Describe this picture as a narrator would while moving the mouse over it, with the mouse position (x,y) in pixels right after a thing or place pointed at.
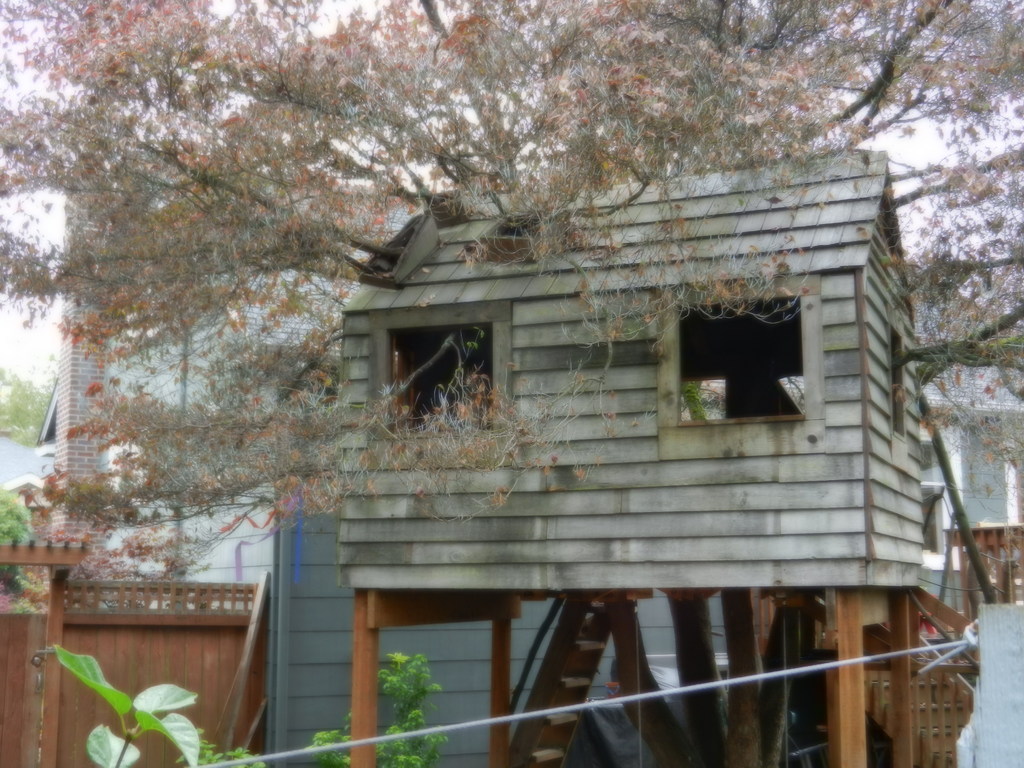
In this image there is a wooden house (500,343) on the pillars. Few branches (617,332) of a tree (502,426) are coming out of the windows (443,382) of the house (753,442). Left bottom there is a wall (157,659). Before it there are few plants (122,741) having leaves (110,756). Background (32,397) there are buildings (75,413) and trees (105,355). Behind there is sky (2,322).
